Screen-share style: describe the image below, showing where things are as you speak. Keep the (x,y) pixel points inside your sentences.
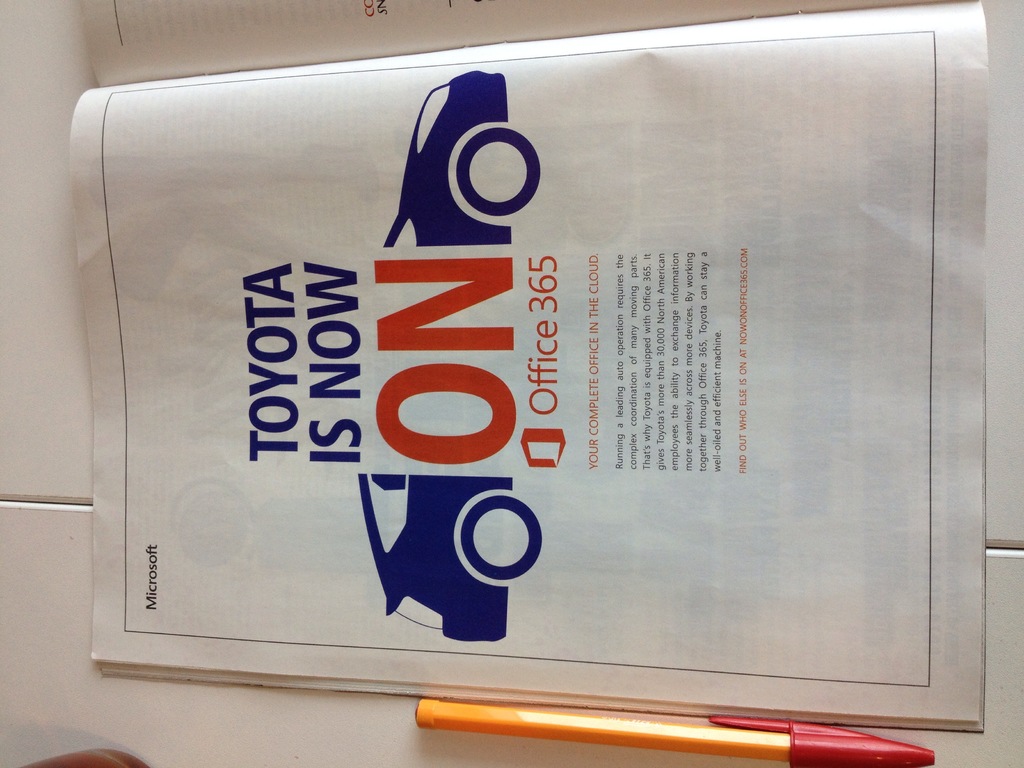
In this picture we can see a book (329,504), pen (498,726) and these two are placed on the white surface (26,291).
